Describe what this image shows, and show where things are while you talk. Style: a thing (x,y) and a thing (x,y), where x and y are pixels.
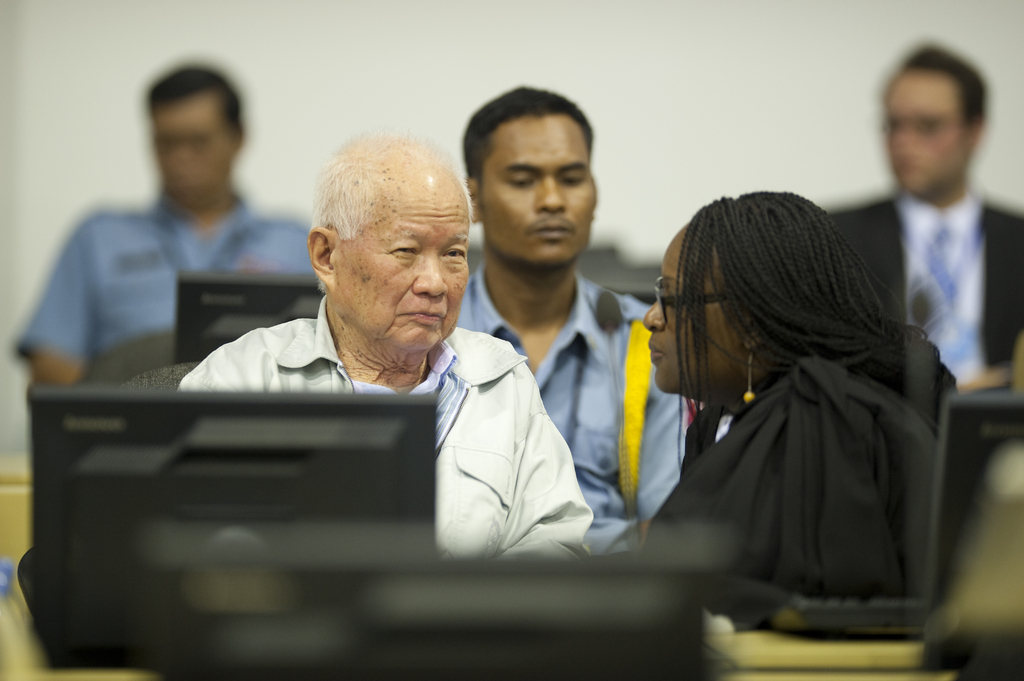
On the right side of the image (847,429) there is a lady (719,411) with spectacles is sitting. In front of her there is an old man (413,342). At the bottom of the image (269,510) there are monitors (269,510). In the background (216,169) there are three men (917,105) and also there are monitors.
